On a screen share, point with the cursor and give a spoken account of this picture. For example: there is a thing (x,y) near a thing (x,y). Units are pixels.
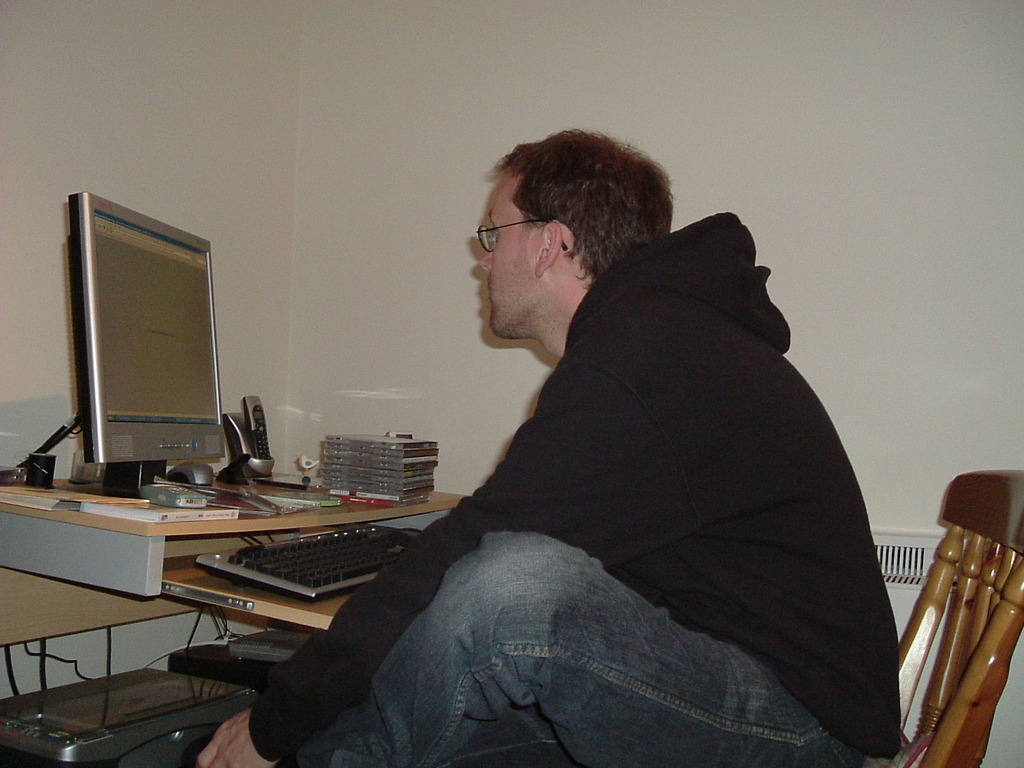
In this picture, we can see a person (627,593) sitting on a chair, we can see table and some objects (126,516) on the table (88,585) like computer (208,423), mobile phone (246,420), and some devices (235,654), we can see the wall (350,158).
